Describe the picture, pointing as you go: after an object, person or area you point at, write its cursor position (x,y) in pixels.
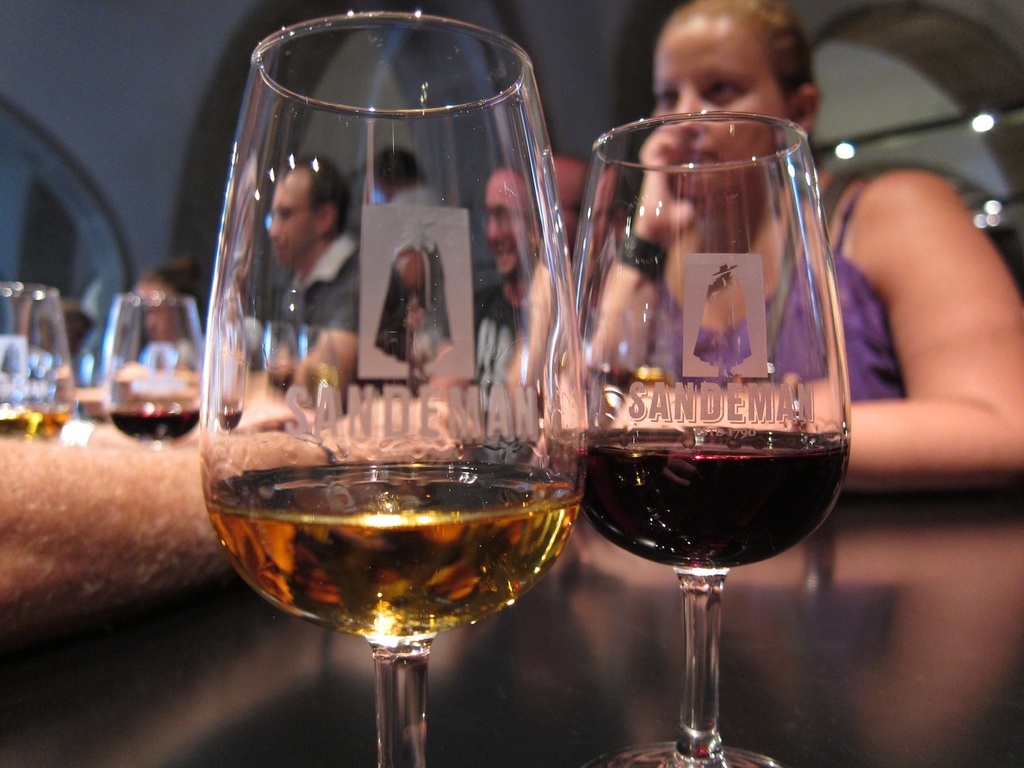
In this image in the front (382,365) there are glasses (556,431). In the background (934,247) there are persons (503,251) and on the left side (145,349) there are glasses (107,375) and there is the hand (54,496) of the person (69,499) visible.
